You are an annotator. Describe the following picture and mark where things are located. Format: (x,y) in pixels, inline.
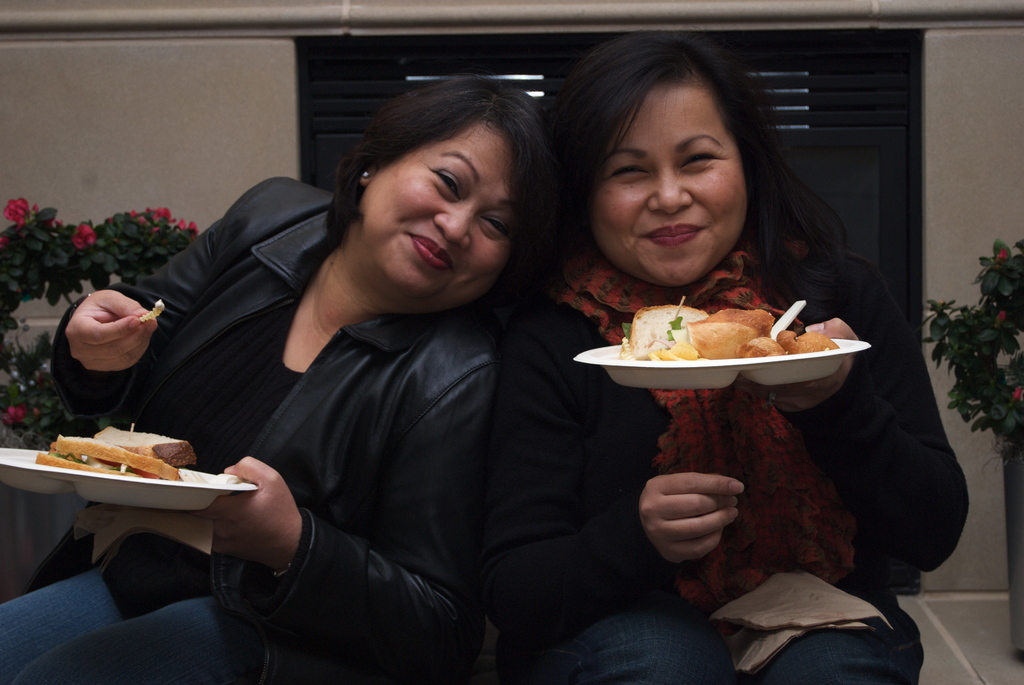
In this picture I can see 2 women (544,320) sitting in front (562,315) and I see that they're smiling and they're holding plates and I can see food (623,351) which is of white and brown color. In the background (133,158) I can see the wall (914,19) and I can also see few plants (996,244) on which there are flowers (6,207).
